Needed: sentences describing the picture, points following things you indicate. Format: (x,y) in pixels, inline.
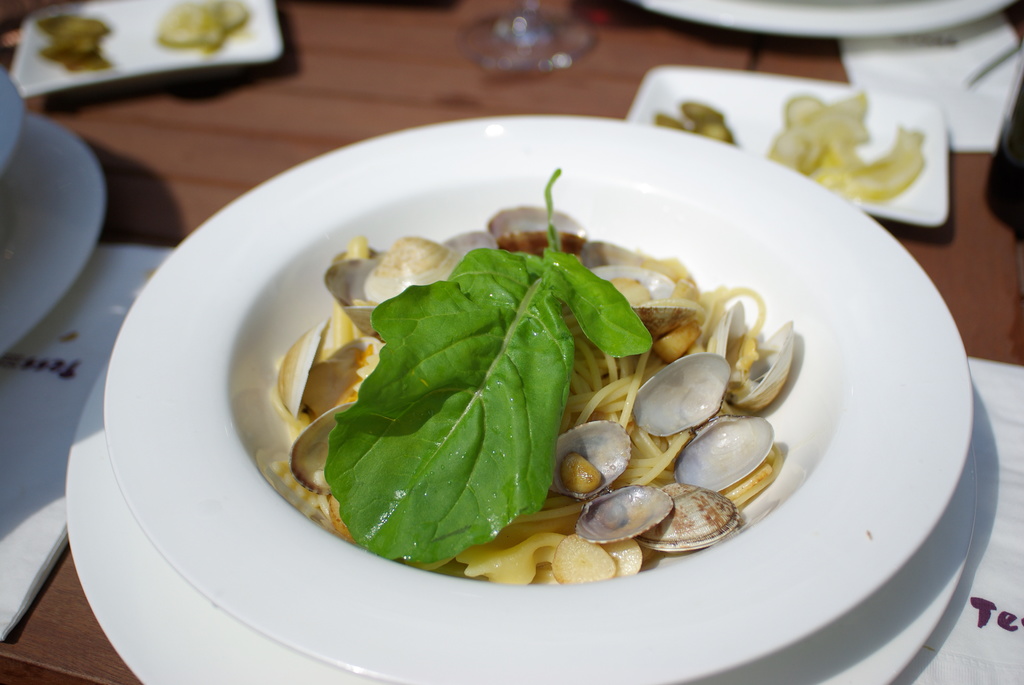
There is a wooden surface (43,597). On that there are tissues (988,682). Also there are plates (730,214) with food items (590,325). On the food item (498,311) there is a leaf (487,394), shells (607,421), noodles (601,396) and some other items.
